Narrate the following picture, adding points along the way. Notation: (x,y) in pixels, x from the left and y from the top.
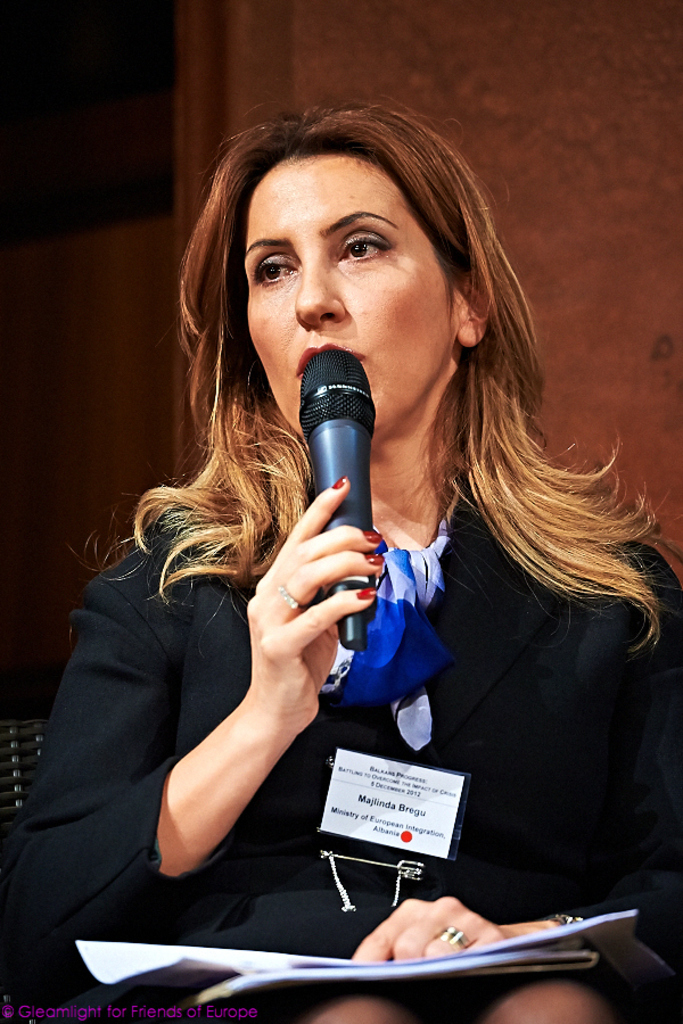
In the picture we can see a woman (530,760) talking in a microphone (349,409) and holding a papers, she is sitting with the black dress (520,785) and brown hair (497,280), in the background (111,381) we can see a curtain (104,371) which is brown in color, and she is wearing a ID card (356,827).
